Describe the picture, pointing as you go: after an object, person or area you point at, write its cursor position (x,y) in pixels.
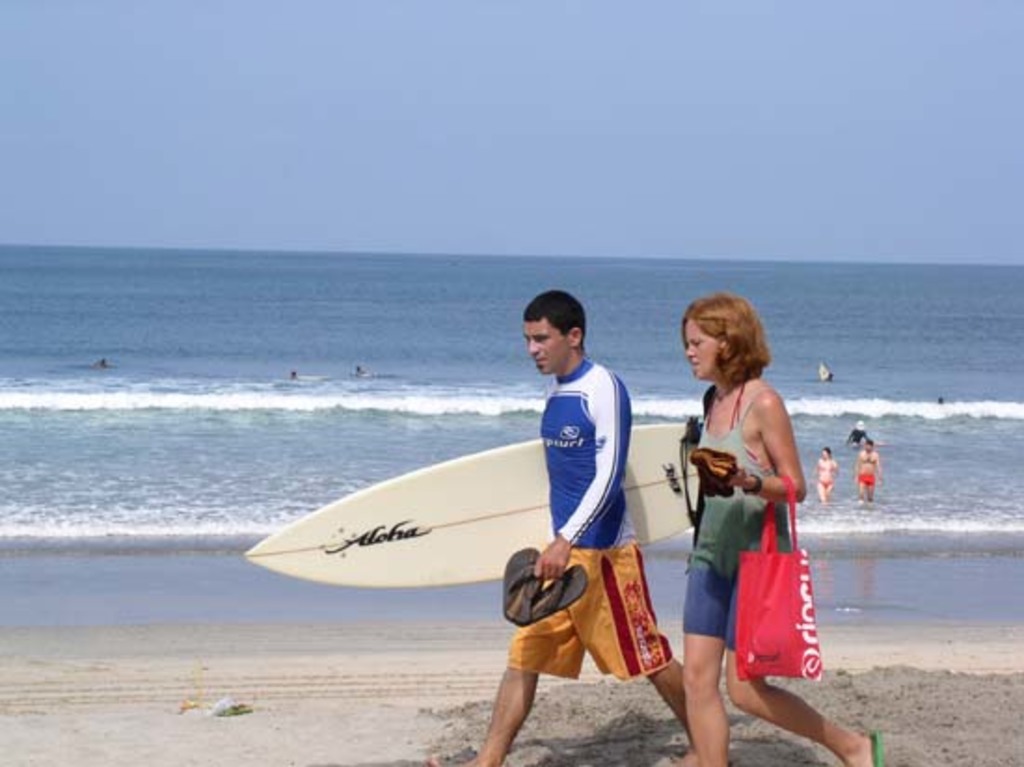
In this image there are two persons (705,674) who are walking on the seashore (404,677) a person (625,596) at the middle of the image (596,471) wearing blue color shirt (568,517) holding surfing board (676,479) and at the background (420,311) there is an ocean (152,331).
